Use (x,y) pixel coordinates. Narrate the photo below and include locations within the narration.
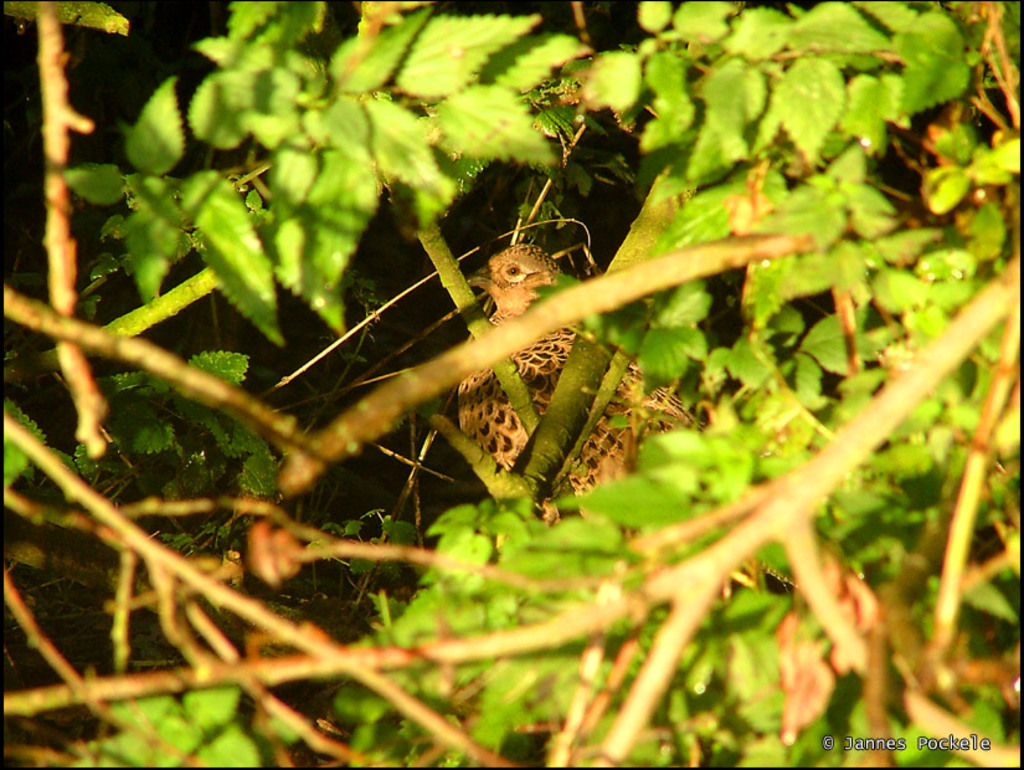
In this image I can see number of green colour leaves (685,50), stems (22,612) and in the background (511,262) I can see a bird (489,410). On the bottom right side of this image (957,737) I can see a watermark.
